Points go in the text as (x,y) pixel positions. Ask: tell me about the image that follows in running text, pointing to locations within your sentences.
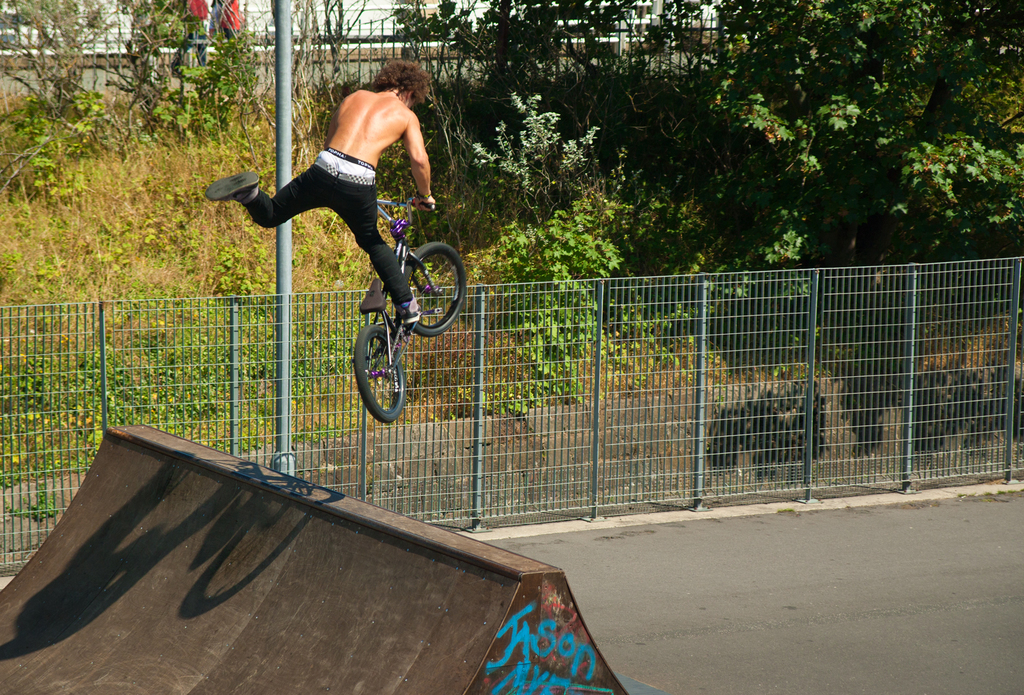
In this image i can see the bicycle rider (414,203), near that there is an object (167,608), there is an iron fence (208,421), pole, in the background (743,193) i can see the trees (169,37).
